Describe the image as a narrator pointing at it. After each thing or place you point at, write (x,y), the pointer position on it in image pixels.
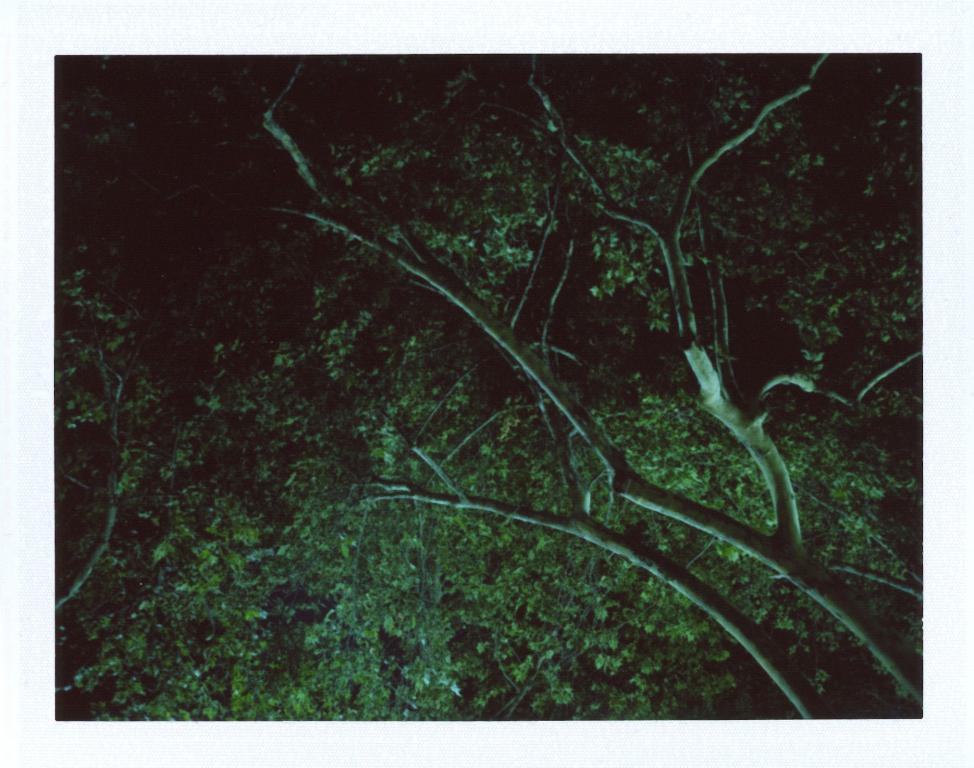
This is an image clicked in the dark. In this image I can see a tree (487,561).
